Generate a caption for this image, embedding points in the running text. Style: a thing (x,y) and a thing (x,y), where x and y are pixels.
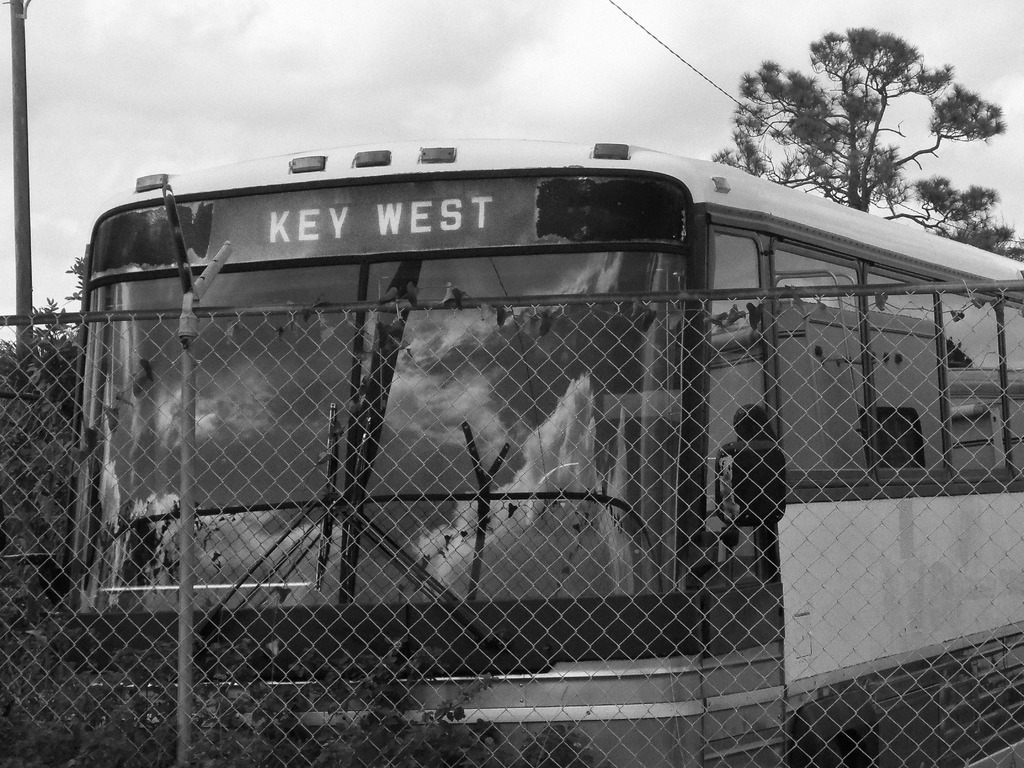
This is a black and white image. We can see a bus (135,237) with some text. We can see the fence (632,300) and some trees (47,377). We can see the sky (3,46), a pole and a wire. We can also see the reflection (478,321) of the sky (504,133) on the glass (127,304) of the bus (858,761).
